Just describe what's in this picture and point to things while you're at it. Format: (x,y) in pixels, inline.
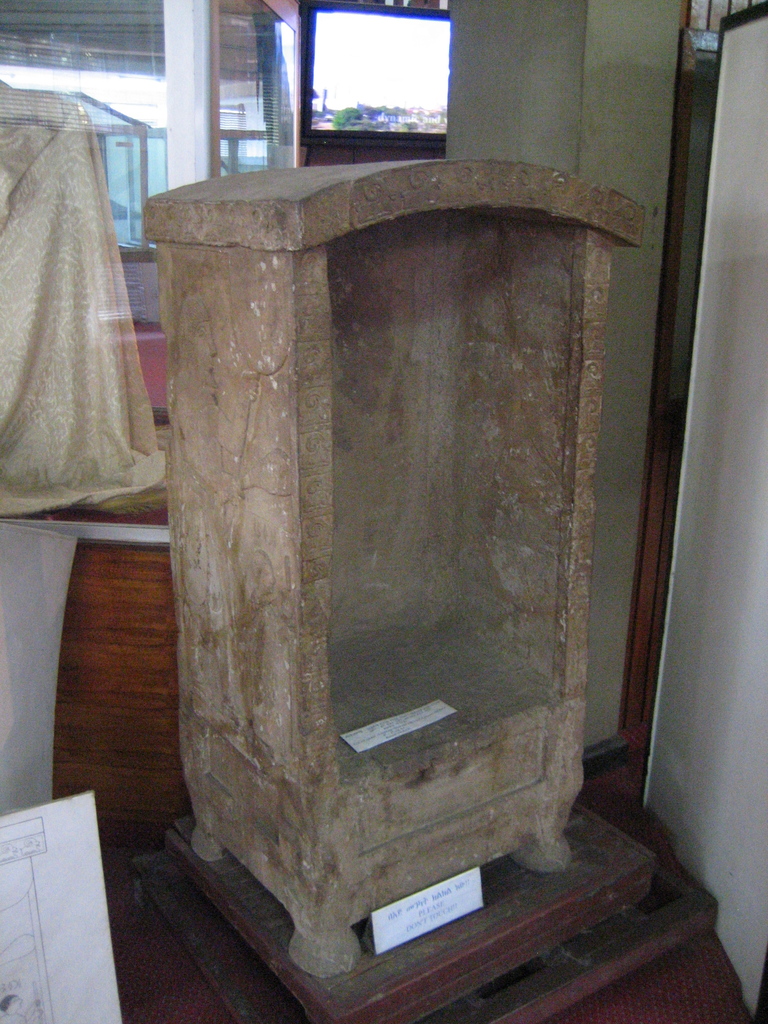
In this image there is an artifact (324,472) with some note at the bottom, besides the artifact (383,816) there are some other objects (676,582). In the background of the image (11,373) there is a glass wall (44,102) and a wooden door (216,128) with glass (277,115), through the glass (229,135) we can see some objects (46,167) inside the room (237,119) and trees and buildings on a screen (409,129).
